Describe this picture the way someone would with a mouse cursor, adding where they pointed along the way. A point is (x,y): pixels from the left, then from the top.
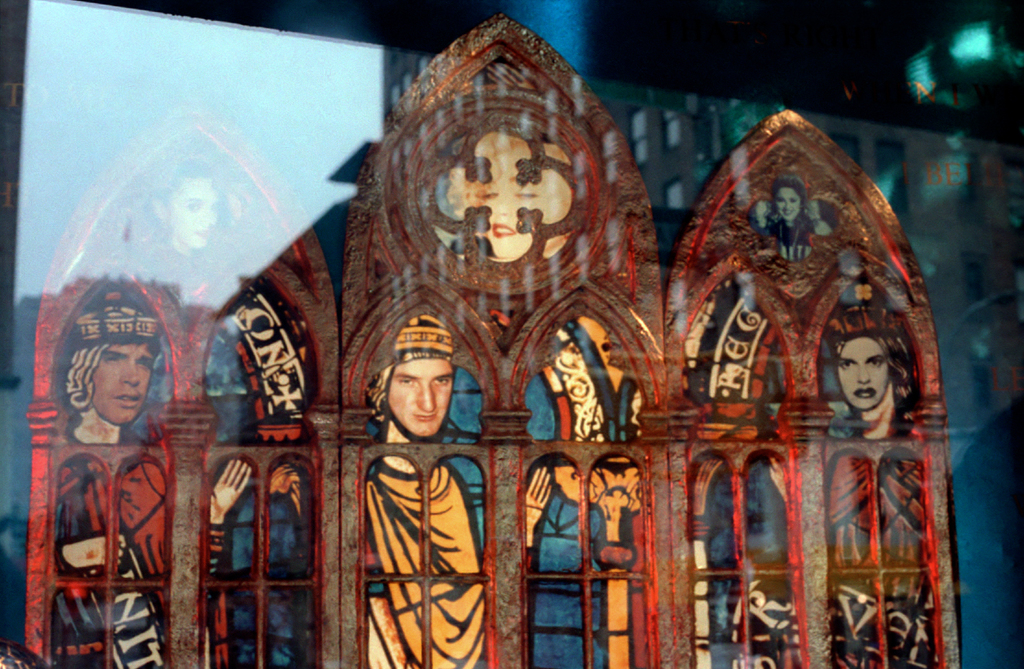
In this picture we can see a stained glass (701,444) here, we can see depiction of some persons (143,303) here.
